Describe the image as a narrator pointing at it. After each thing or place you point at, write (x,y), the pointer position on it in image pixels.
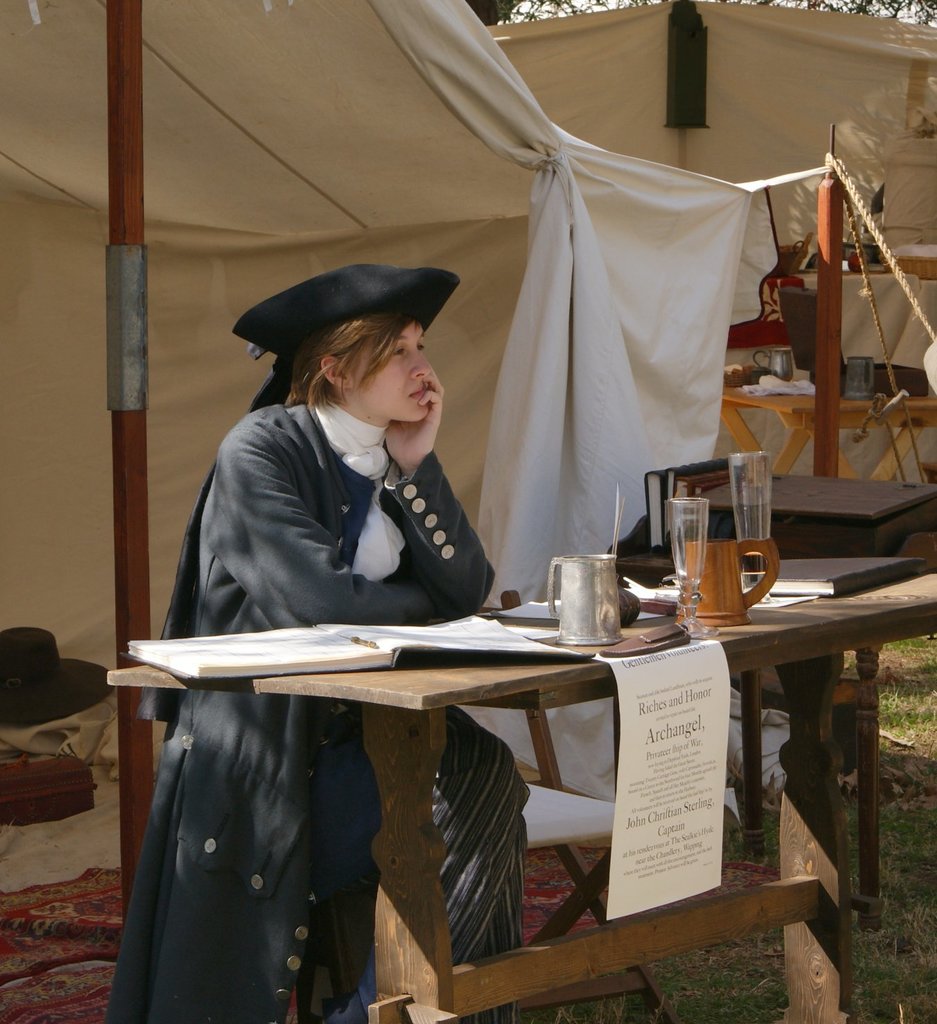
In this image there is a woman (259,699) sitting in chair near the table (506,679), and in table (568,679) there is a jug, glass (689,590), paper (631,777), book (487,659) and in back ground (626,517) there is a tent (688,289), tree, hat (26,642).
